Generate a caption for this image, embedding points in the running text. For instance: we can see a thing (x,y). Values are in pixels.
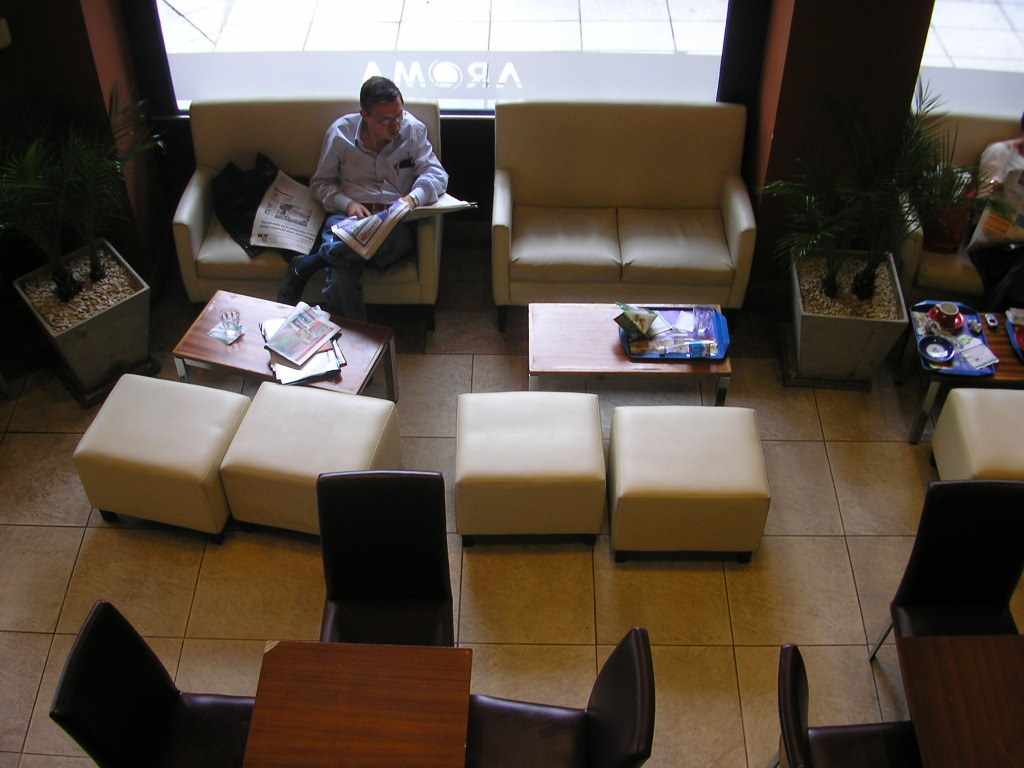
In this picture we can see sofas (518,264) and chairs (633,691) and tables (332,729). On the table (1001,351) we can see cup (955,311) and saucer (944,326) and a plate (943,342) and also a mobile (994,324). This is a floor (828,480). This is a houseplant (837,270). Here we can see a man (350,259) sitting on the sofa (400,273) in front of a table (255,338) and on the table (257,323) we can see glass (231,322) of water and magazines (319,373).
